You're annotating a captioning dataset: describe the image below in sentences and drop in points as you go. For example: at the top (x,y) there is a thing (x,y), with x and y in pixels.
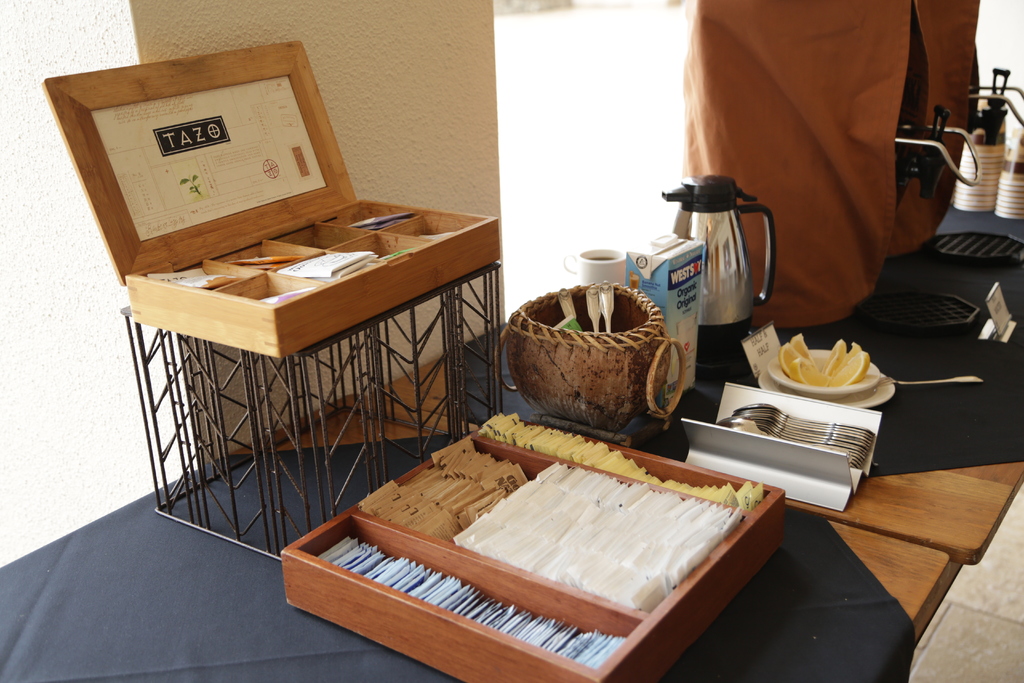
in the picture we can see table (890,477). On the table (902,579) there is table mat (777,618). There is tray (687,619) containing packets (444,519). There is a stand (430,325) on it there is a box (289,332). There is pot (632,347) inside it there are spoons (608,319). There is a rack (770,445) on that there are many spoon (858,440). there is a plate (781,372) inside it there are slices of lemon (822,372). There is a packet of milk (671,278), a jug (714,201), a cup (595,268). There are two coffee dispensary machines (938,127). There are paper cups (991,173). there is a sign board (998,307). the coffee dispensary machine (811,101) is covered with cloth (815,63).
